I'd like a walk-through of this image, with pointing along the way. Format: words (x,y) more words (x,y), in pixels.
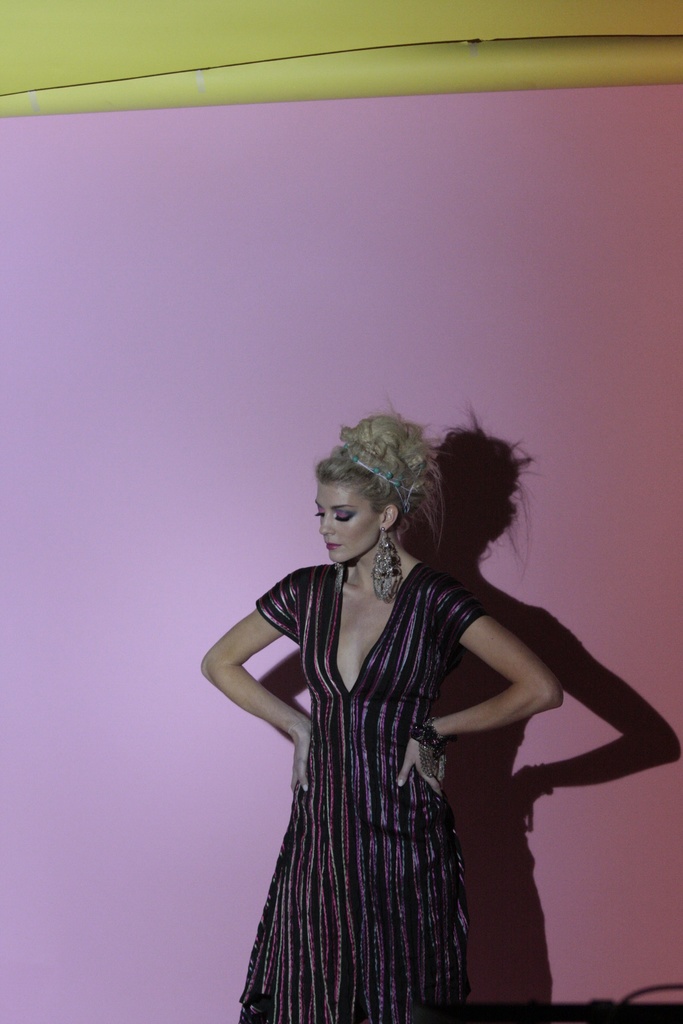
In this image I see a woman (438,635) who is wearing a dress (368,865) which is of black and pink in color and I see the wall (311,459) in the background (625,425) which is of pink in color and I see the yellow color thing (305,96) over here.
